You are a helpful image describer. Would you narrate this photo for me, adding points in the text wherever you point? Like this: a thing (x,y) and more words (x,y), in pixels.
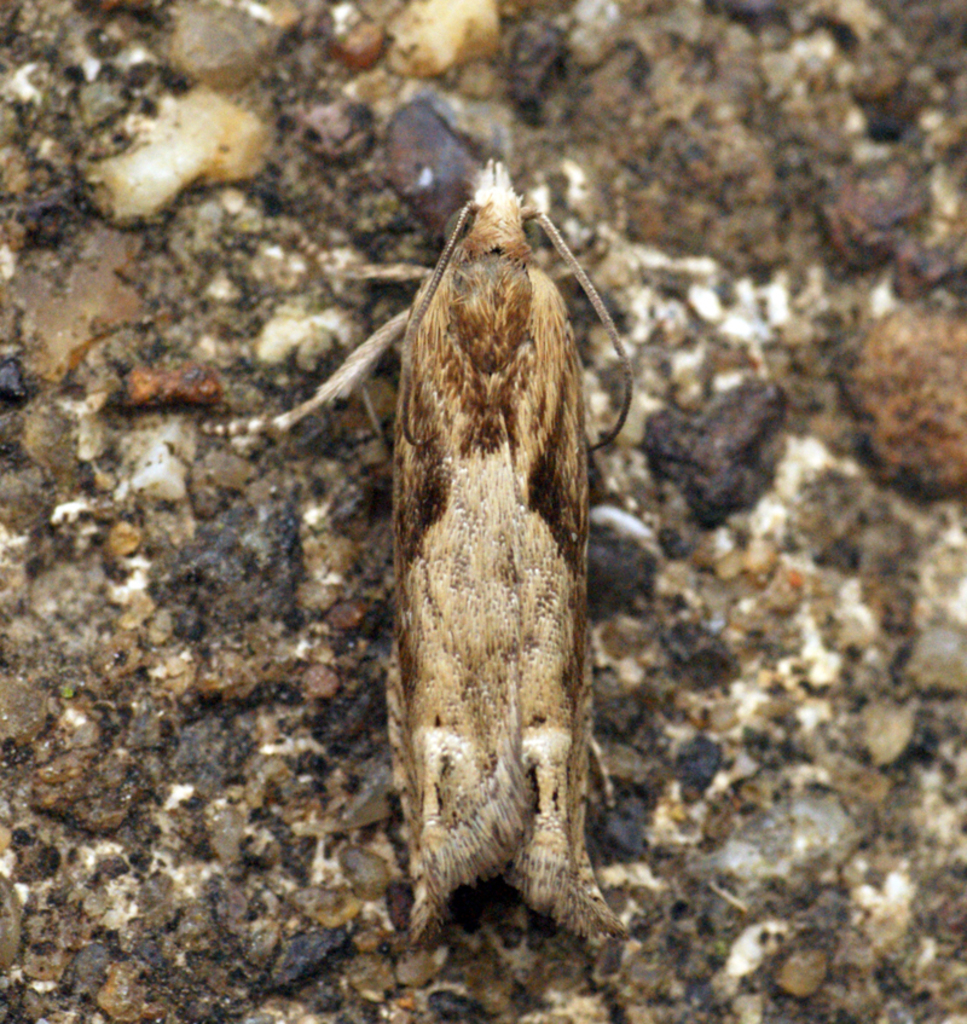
In this image, we can see an insect (554,548) on the ground (620,631).
